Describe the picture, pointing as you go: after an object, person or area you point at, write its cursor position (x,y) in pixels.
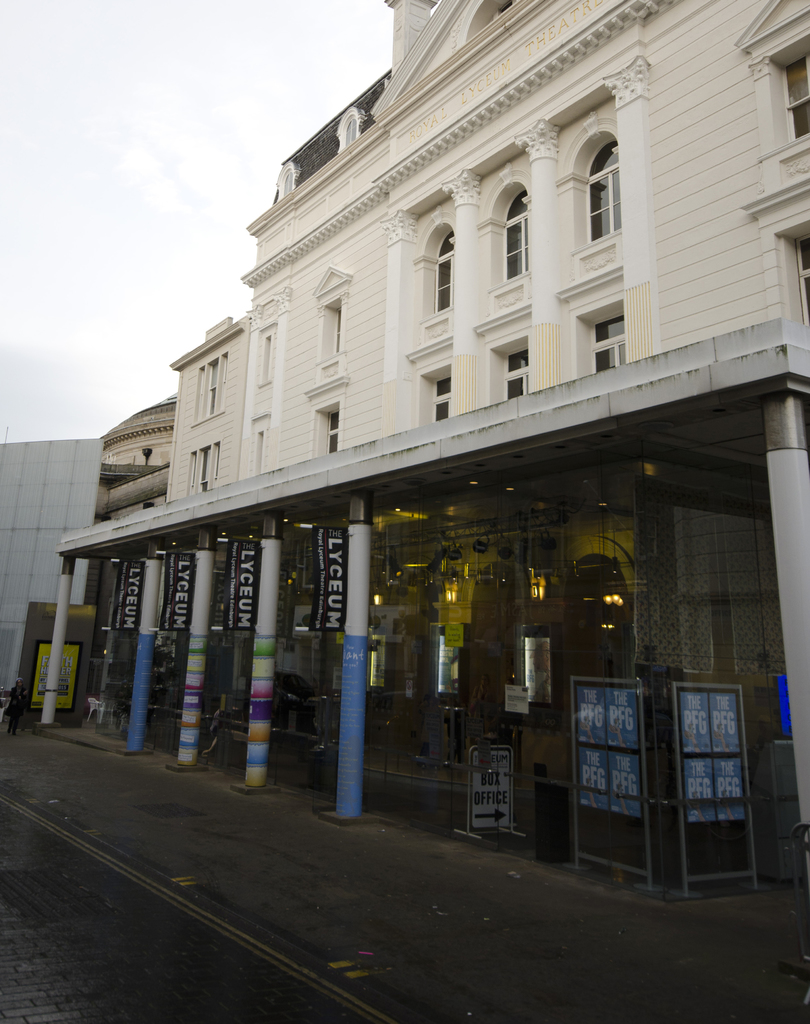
In this image, we can see buildings (484,416) and on the road (209,802), we can see a signboard (496,789).
